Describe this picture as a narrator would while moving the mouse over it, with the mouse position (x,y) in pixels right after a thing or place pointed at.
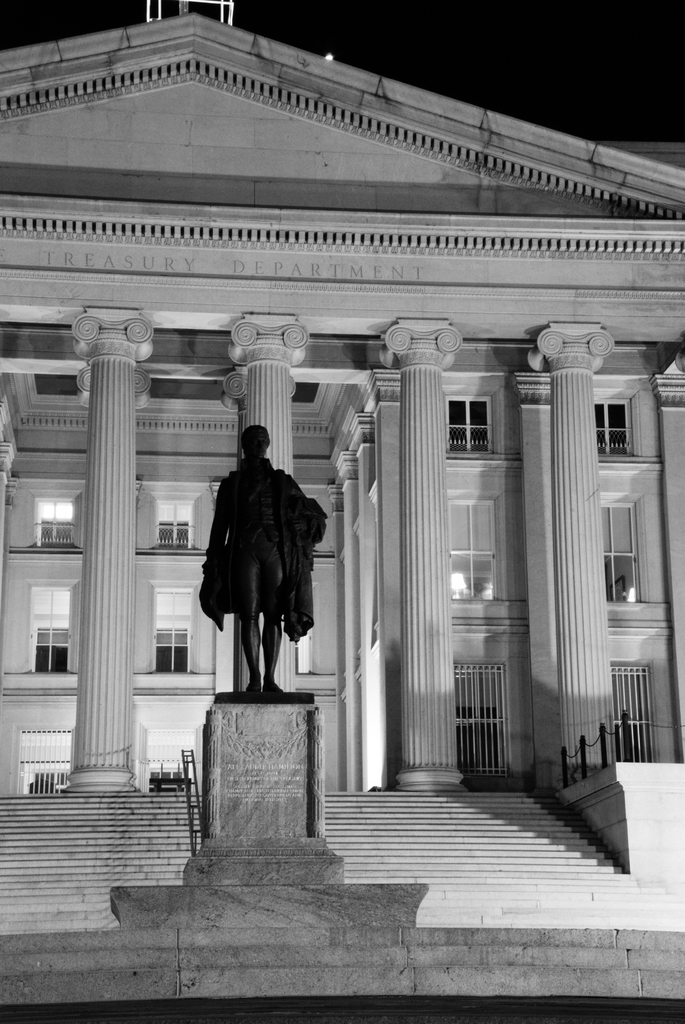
In the foreground of the image (222,532) we can see a statue (234,498). In the background of the image (209,621) we can see a big building (192,393).
